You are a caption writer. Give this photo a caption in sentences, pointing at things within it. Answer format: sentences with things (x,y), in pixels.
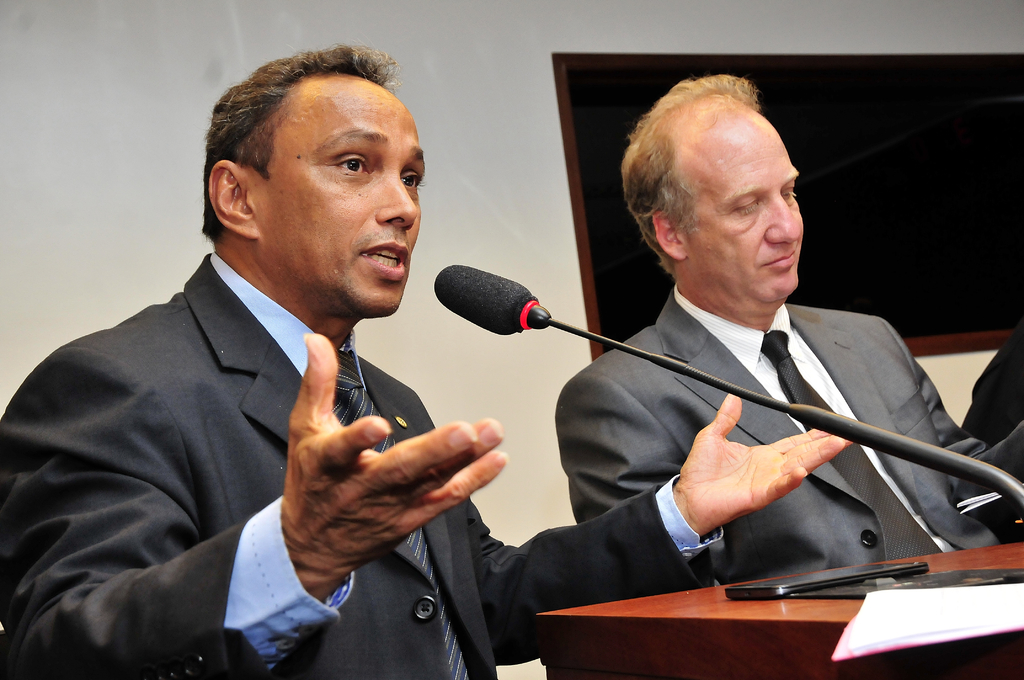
In this image I see 2 men (715,236) who are wearing suits (211,334) and I see a mic (538,317) over here and I see the table (775,617) on which there is a paper (889,615) over here and I see an electronic device (865,577) over here. In the background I see the wall (478,376) and I see the black color thing (801,178) over here.
